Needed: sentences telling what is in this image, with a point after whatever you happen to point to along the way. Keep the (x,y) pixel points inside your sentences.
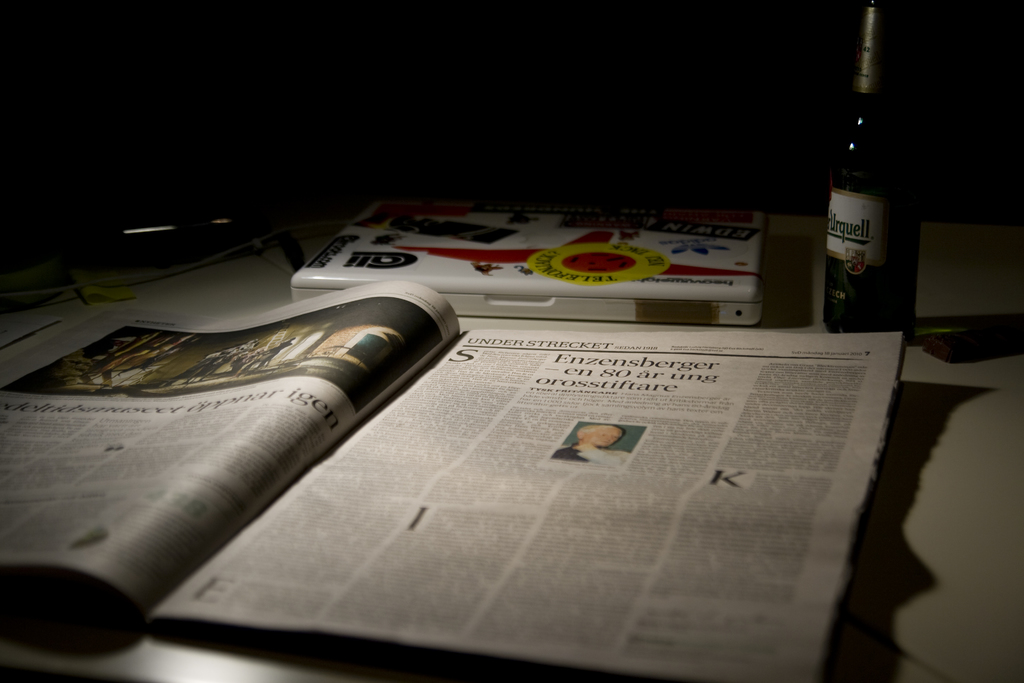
In this picture we can observe a news paper (477,432) placed on the white color table (176,296). We can observe a white color box (536,256). There is a bottle (893,207) on the right side (851,205). The background (667,117) is completely dark.
